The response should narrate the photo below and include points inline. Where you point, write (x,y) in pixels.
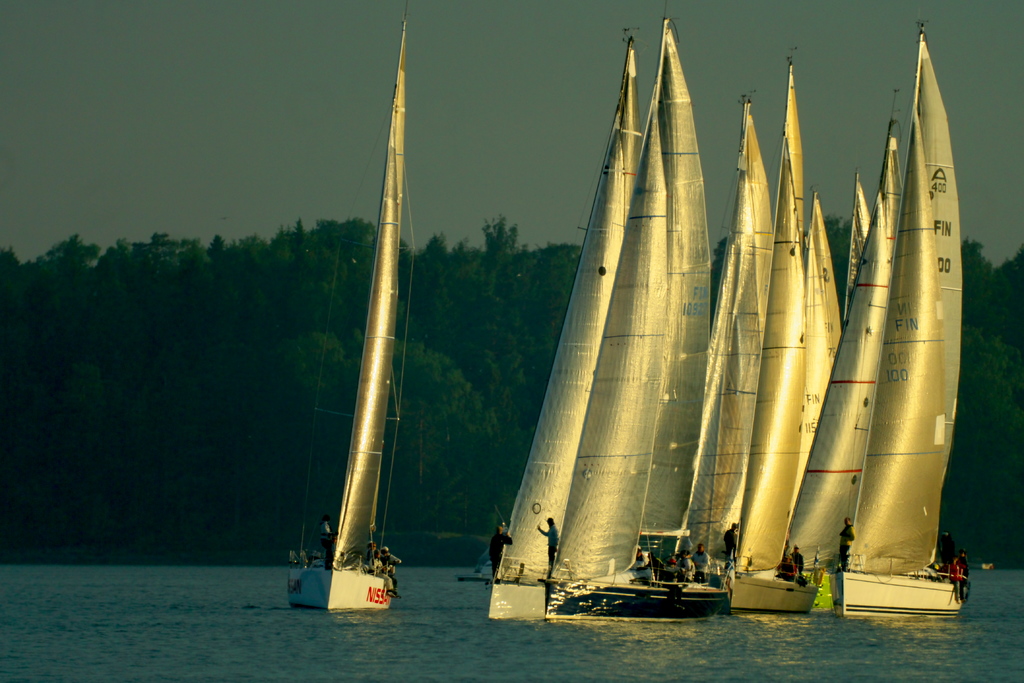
This is an outside view. In this image I can see many sailboats (615,392) on the water (332,640). On the boats (512,574) there are few people (660,559). In the background (226,439) there are many trees (190,363). At the top of the image (230,88) I can see the sky (484,92).
